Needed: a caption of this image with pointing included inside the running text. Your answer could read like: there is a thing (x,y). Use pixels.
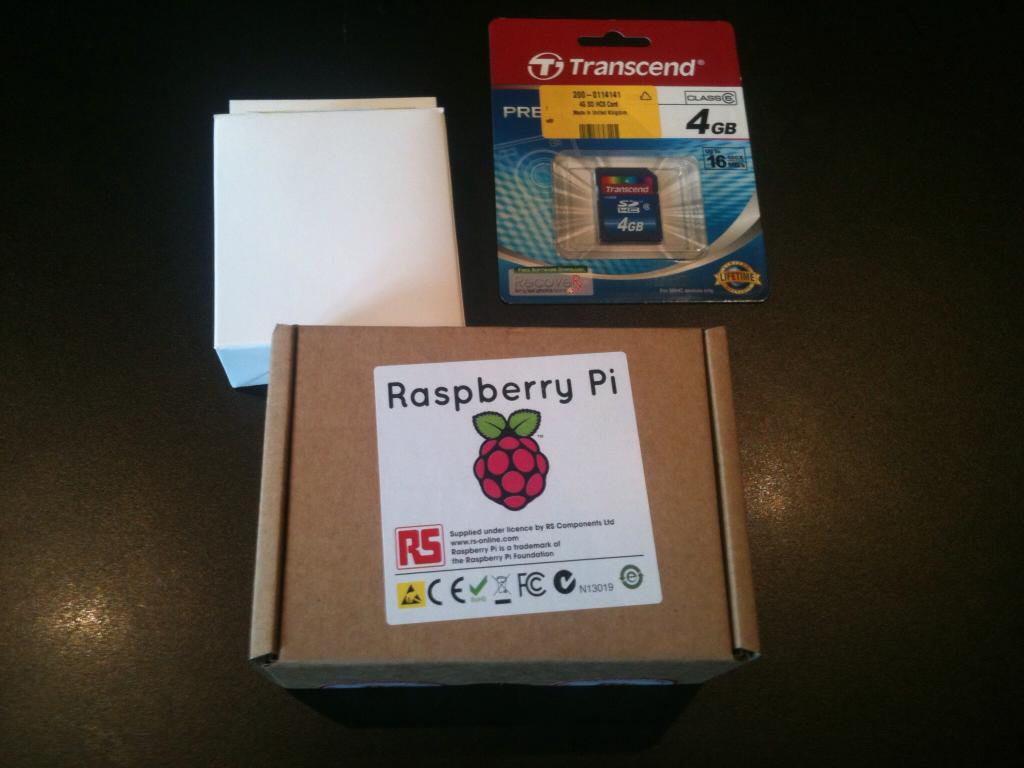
In this image at the bottom (734,714) there is a table (84,400), on the table (793,557) there are two boxes (453,329) and one packet (608,192).
